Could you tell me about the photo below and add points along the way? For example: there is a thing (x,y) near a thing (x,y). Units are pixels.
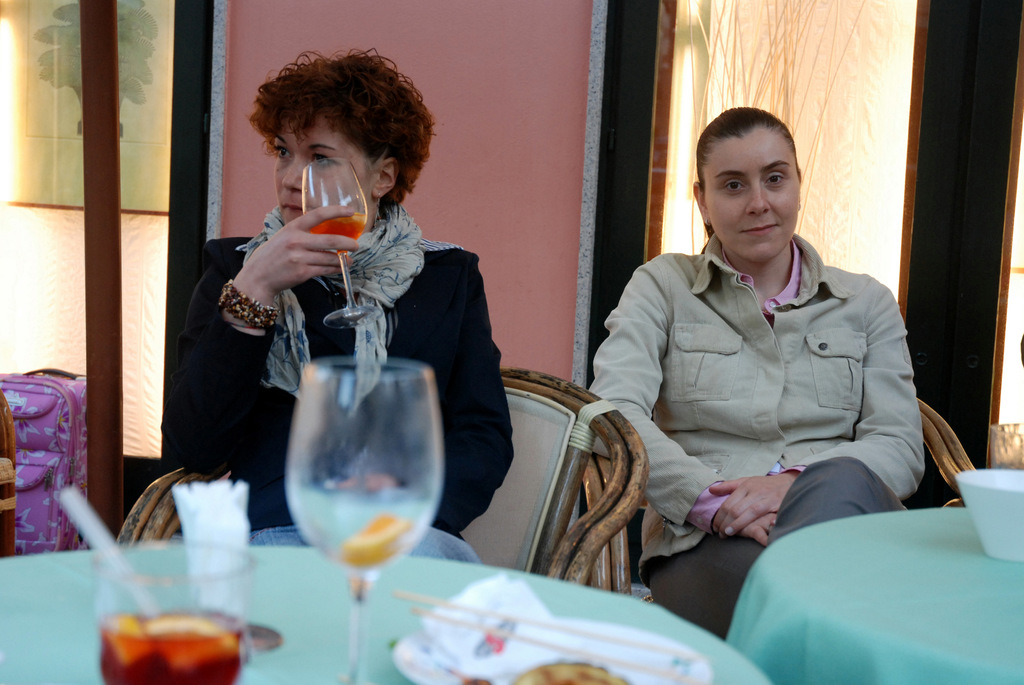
Here we can see two women (609,357) sitting on chairs (567,495) and the woman (354,273) in the left side (341,260) having a glass (340,258) of juice (350,224) in her hand (319,249) and in front of them there is a table (722,643) that contains glasses (384,527) and bowl (989,509).
